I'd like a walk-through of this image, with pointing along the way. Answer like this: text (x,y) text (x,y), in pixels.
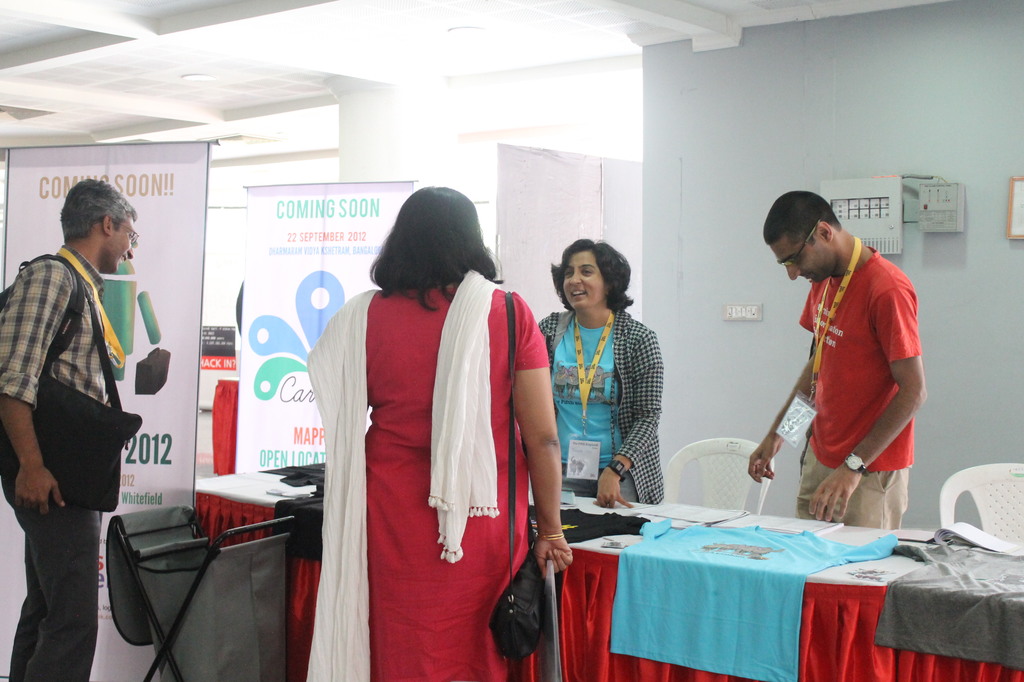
In this image i can see few people (828,315) standing, 2 of them are wearing bags (74,432). In the background (706,290) i can see few chairs (985,484), wall (883,134) and few banners (311,229).
